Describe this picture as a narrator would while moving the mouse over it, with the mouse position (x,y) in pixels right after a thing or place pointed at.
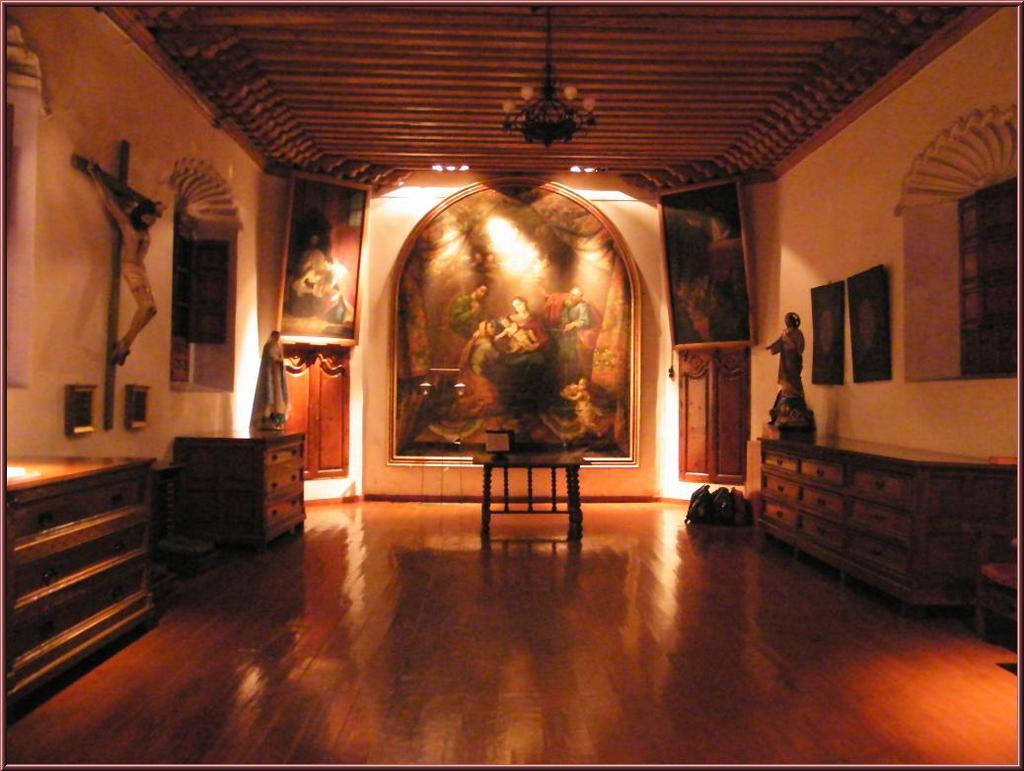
In this image i can see a statue (124,267) on the wall (129,308), a table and a chandelier (577,126).
